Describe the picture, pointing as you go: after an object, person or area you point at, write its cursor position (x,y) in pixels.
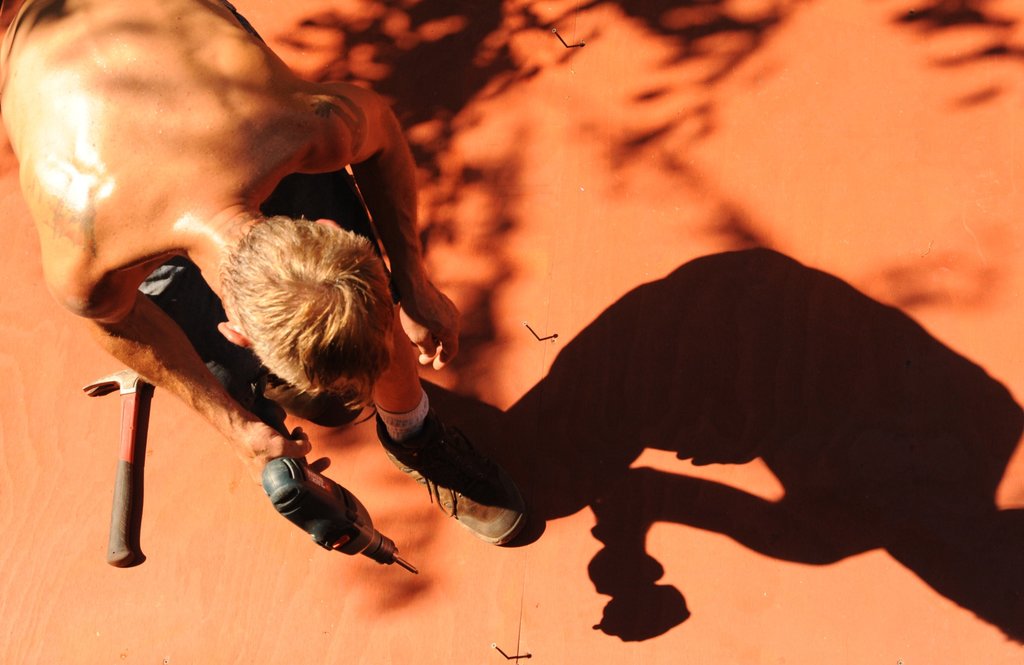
In this image we can see a person (217,289) holding an object (353,515), in front of him there is a shadow (831,468) of the same person (219,250). Behind the person (184,374) there is another object (133,456) placed on the floor (399,623).
